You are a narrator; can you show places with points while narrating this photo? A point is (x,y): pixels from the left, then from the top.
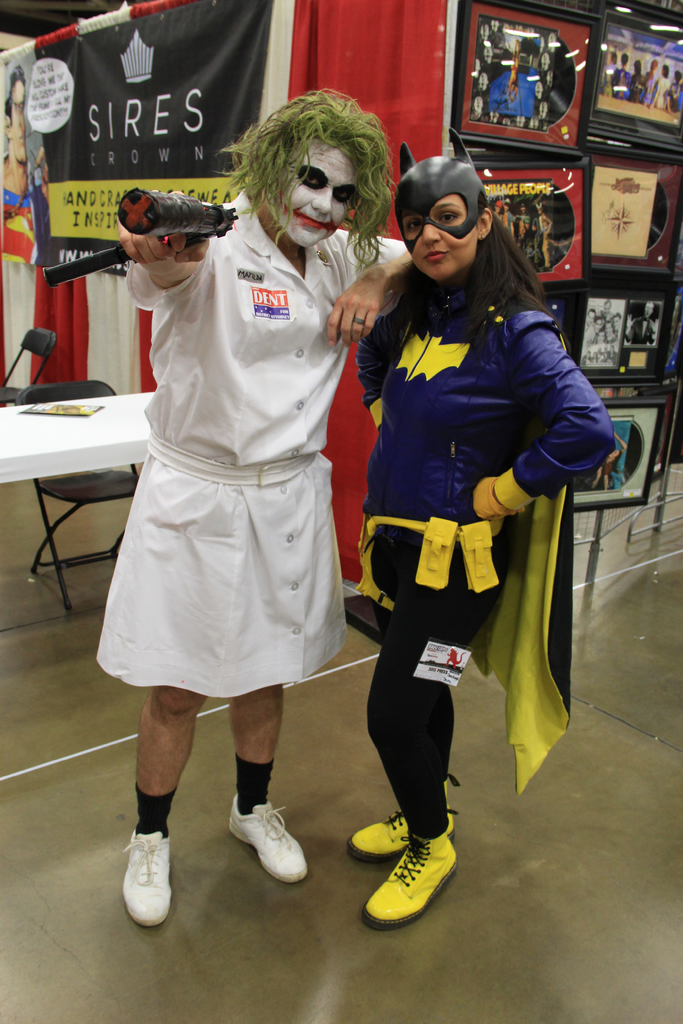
In this image, in the middle (259,395), we can see two people (527,395), man (315,344) and woman (549,392) are standing. On the left side (212,523), we can see a man (282,330) standing and holding an object (202,239) in his hand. In the background (538,94), we can see some records (526,93) and frames (617,257) attached to a wall (600,219), we can also see a curtain (388,76) and hoardings (49,104). On the left side (15,413), we can also see a table (59,437). On the table (148,437), we can see a white color cloth (73,444), book (41,409) and chairs (8,400), at the bottom (592,910), we can also see a floor (292,892).
